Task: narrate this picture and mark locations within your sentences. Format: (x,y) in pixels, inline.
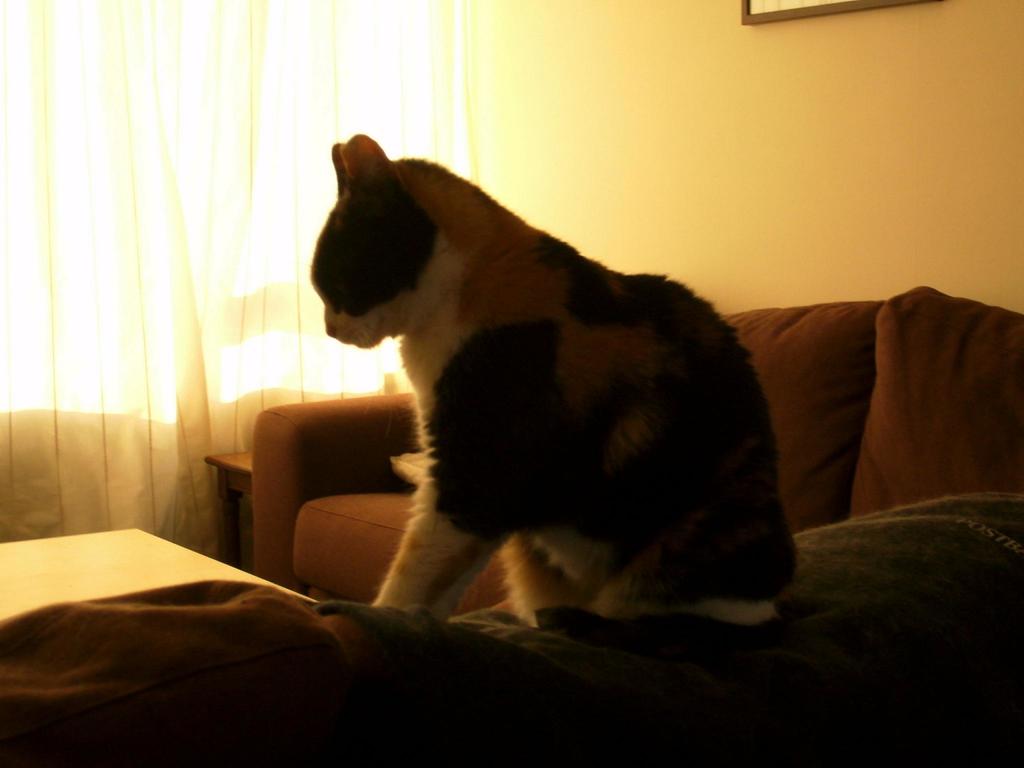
In the image there is a cat (438,466) sitting on sofa (197,606), in the back (103,20) there is curtain (413,29) on the wall (815,44) with a table (178,559) in front of it.
